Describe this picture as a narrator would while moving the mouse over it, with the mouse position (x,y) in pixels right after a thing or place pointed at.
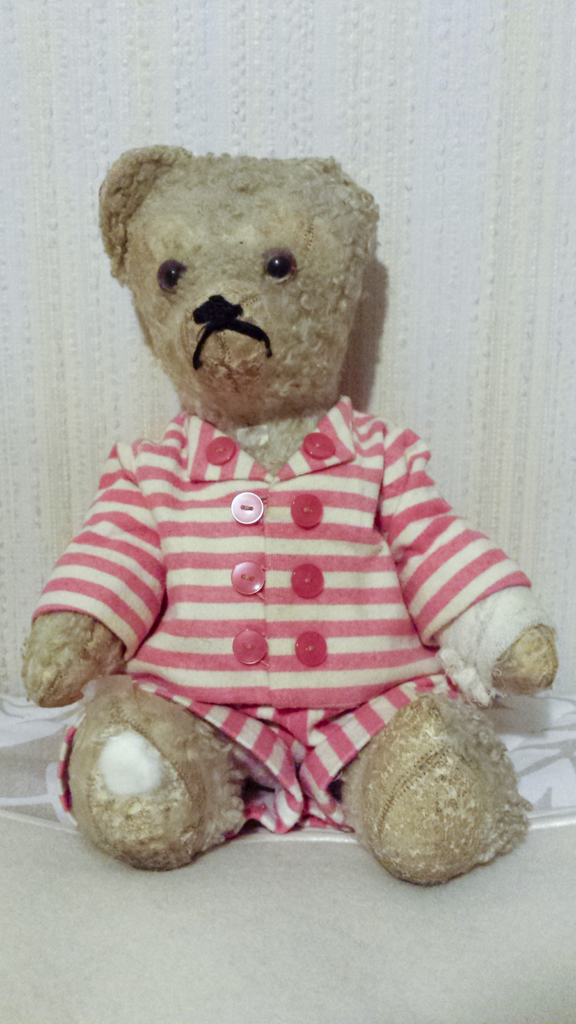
In this image I can see the toy (97,832) on the white color surface (171,874). I can see the dress (171,645) to the toy (178,469) which is in white and pink color. And there is a white background (77,386).
